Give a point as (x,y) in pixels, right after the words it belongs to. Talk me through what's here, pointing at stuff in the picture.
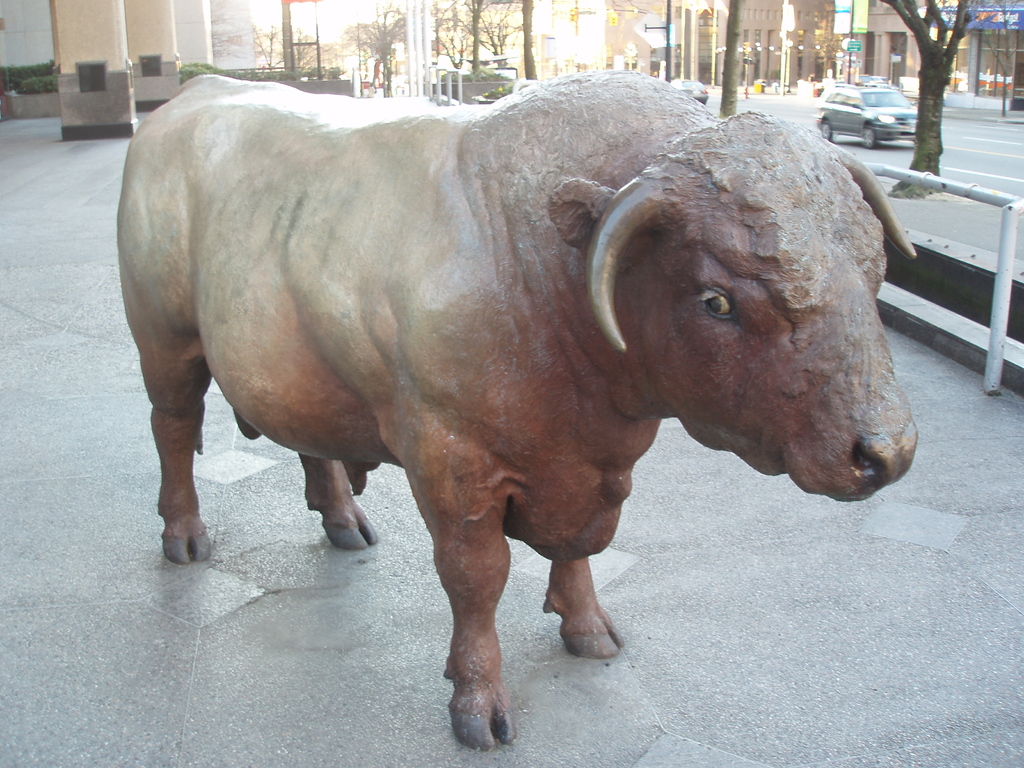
This picture is clicked outside. In the center (562,405) we can see the sculpture (630,118) of an animal (613,433). In the background (99,39) we can see the pillars (148,54), green leaves (24,74), trees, lights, vehicles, buildings (970,51), metal rods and many other objects (652,58).
